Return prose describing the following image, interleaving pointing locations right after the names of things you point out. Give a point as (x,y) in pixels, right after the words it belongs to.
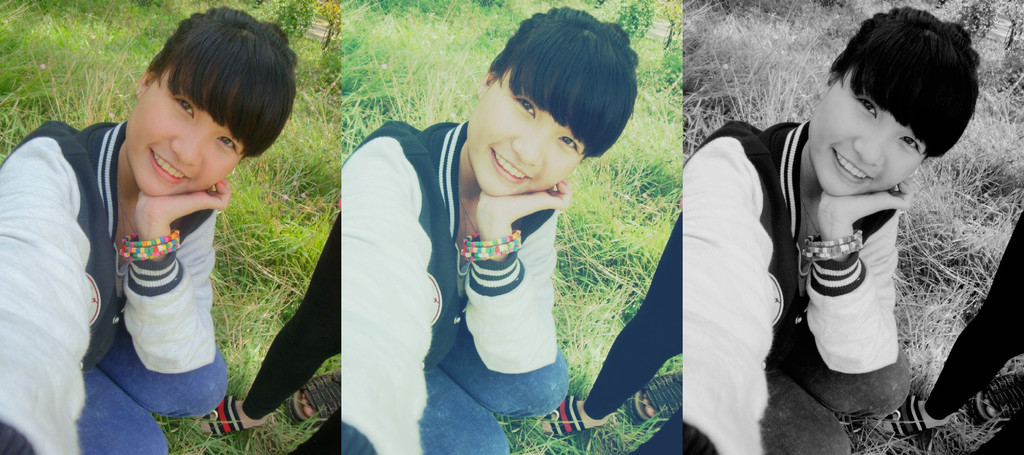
This is a collage image with different filters. We can see a person (38,300) is in squat position and a person (286,346) is standing. Behind the person (207,402) there is the grass (286,230).
